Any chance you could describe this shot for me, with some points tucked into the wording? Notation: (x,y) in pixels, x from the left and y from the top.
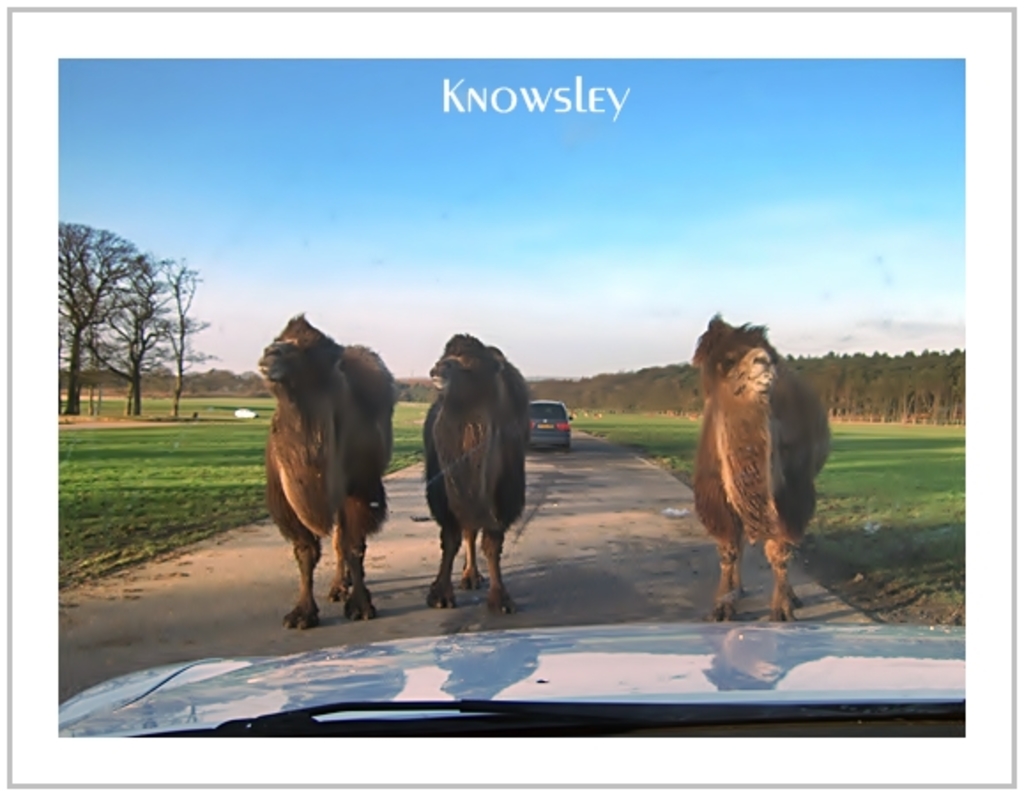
In this image I can see the road (234,568). On the road (482,616) there are vehicles (555,632) and an animals (450,458) which are in brown color. To the side of the road (667,490) there is a ground (148,520) and many trees (91,369). In the back (634,384) I can see many trees (635,381) and the blue sky (457,217).
